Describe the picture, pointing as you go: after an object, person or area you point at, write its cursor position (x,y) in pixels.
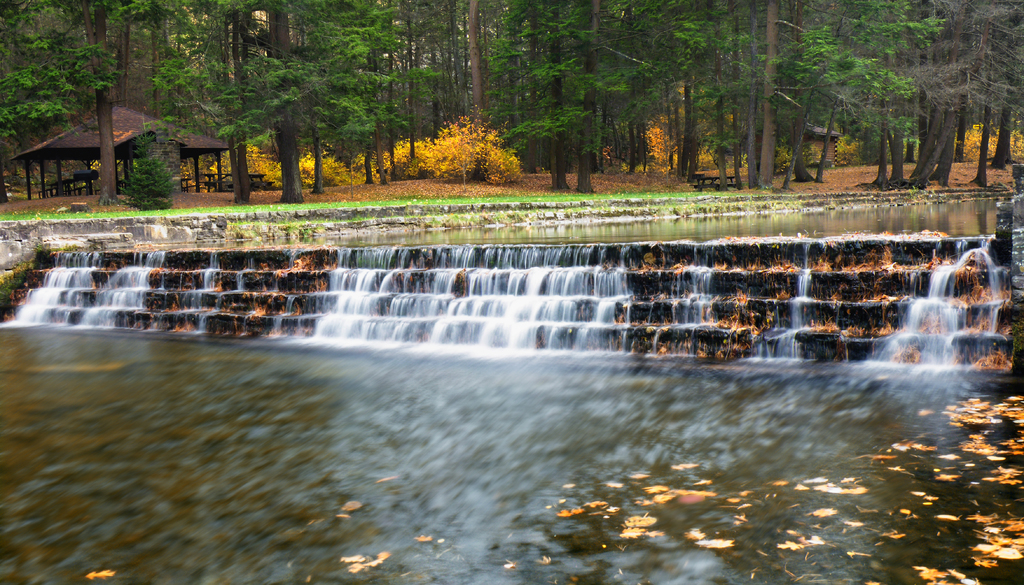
In the middle of this image (432,306) I can see the stairs (208,318) and also I can see the water (559,415). In the background (522,130) there are many trees (420,133) and plants (274,172). On the left side (121,155) there is a shed (56,153).
